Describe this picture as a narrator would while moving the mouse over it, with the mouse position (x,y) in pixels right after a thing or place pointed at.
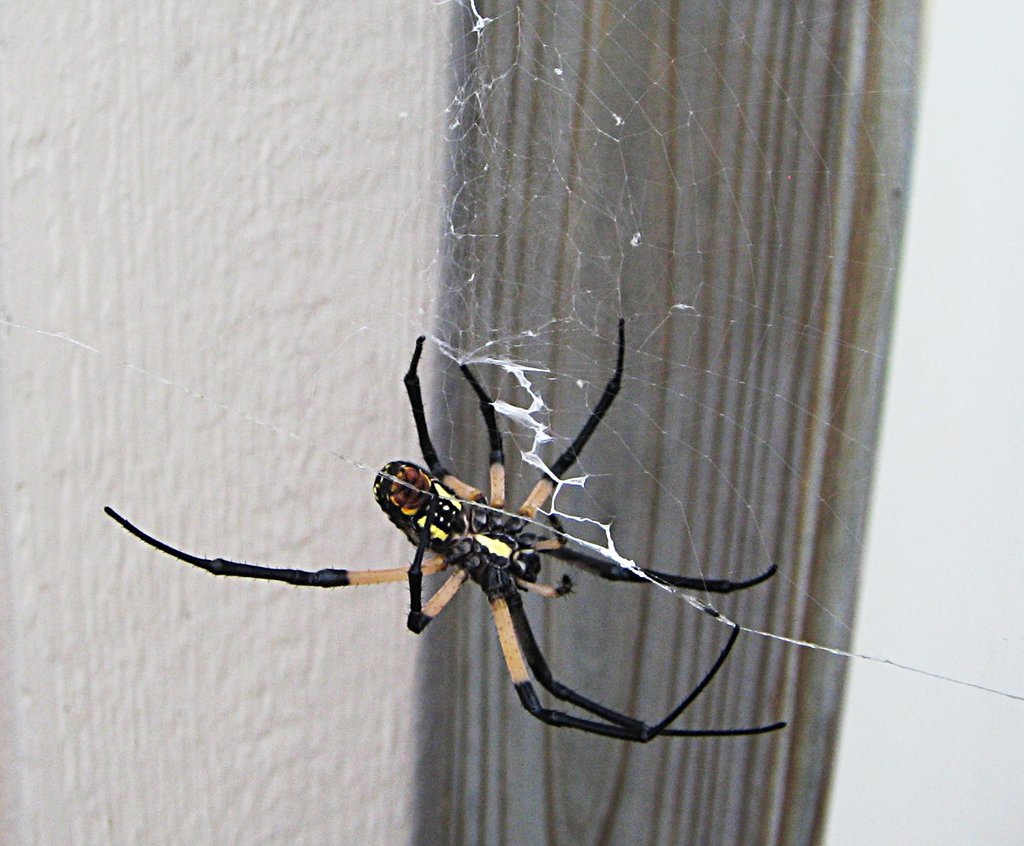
In the center of the image (424,495) there is a spider (433,507) in the web (554,502). In the background (561,155) there is a wall (360,144).
